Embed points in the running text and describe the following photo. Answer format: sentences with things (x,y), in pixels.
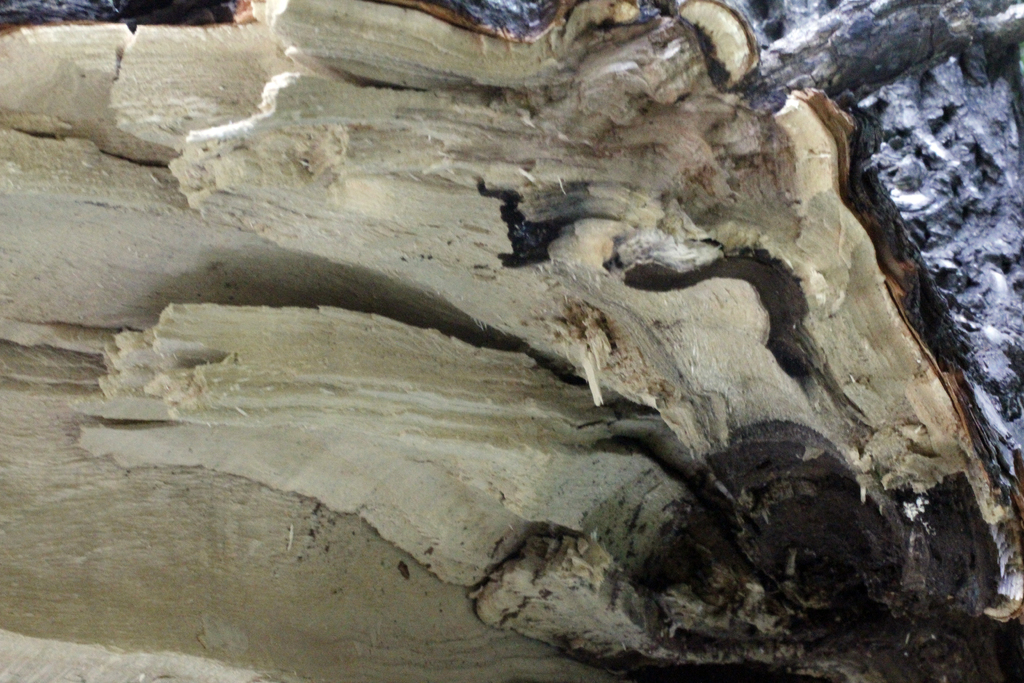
In this image in the center (538,452) it looks like a truncated tree (781,233).
